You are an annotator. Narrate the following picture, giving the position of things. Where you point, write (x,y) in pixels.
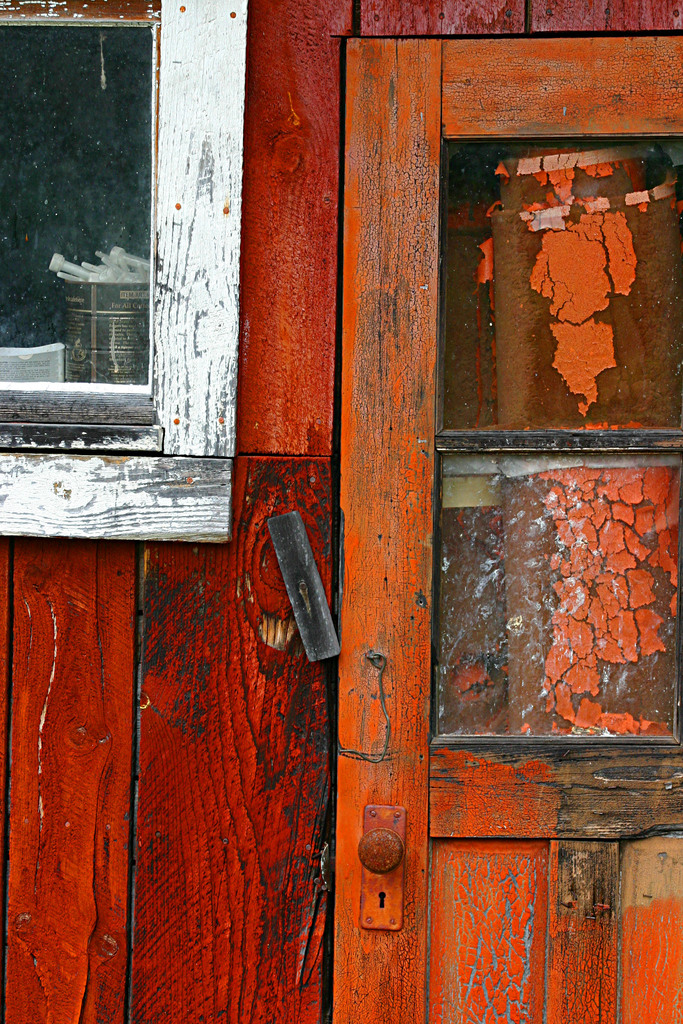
In the picture I can see a wooden door (469,747) and some other objects (149,332).
